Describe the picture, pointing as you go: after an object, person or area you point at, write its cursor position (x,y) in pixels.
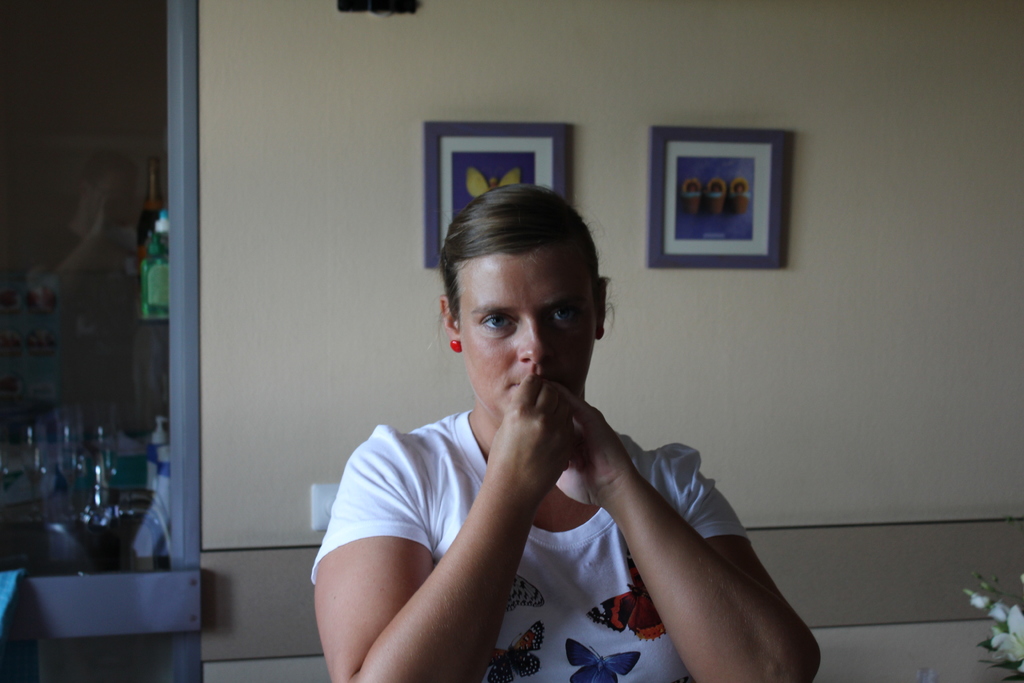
In the center of the image (488,293) there is a woman (489,570). In the background (486,165) we can see photo frames (502,165), glass tumblers (79,479), beverage bottles (163,258) and wall (275,88).
